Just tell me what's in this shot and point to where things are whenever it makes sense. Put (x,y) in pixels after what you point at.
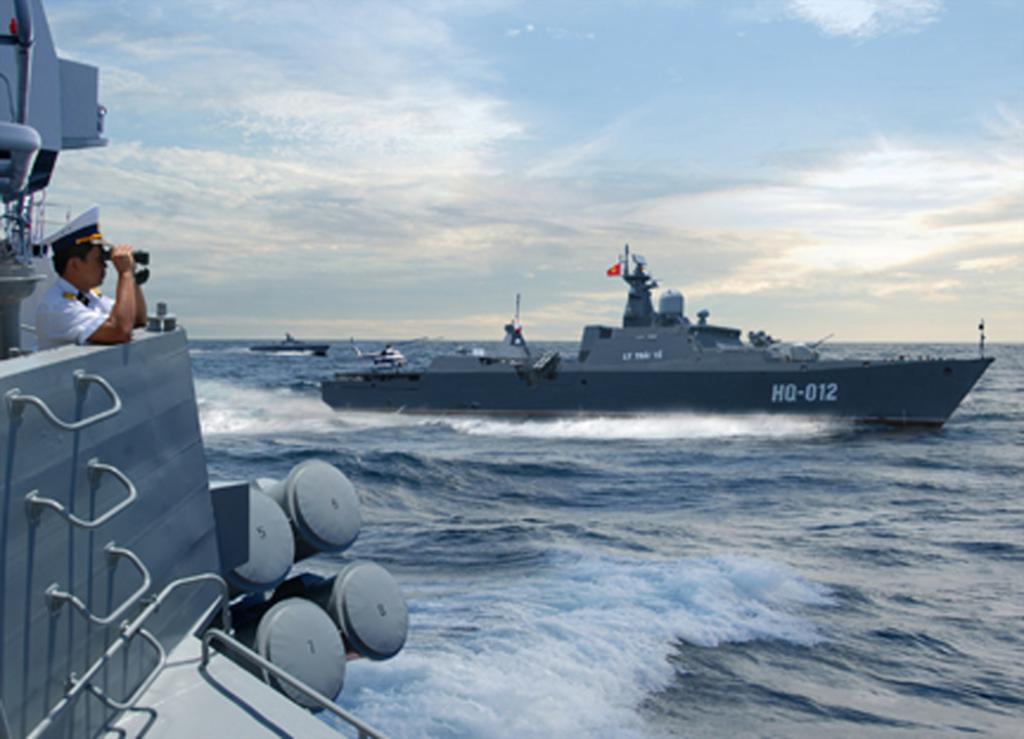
In the image there is a water surface (493,479), on the water surface (341,344) there are ships (145,348) and there is a man (94,294) standing on the left side (132,298) and holding binoculars (147,272) in the hands (126,263).
